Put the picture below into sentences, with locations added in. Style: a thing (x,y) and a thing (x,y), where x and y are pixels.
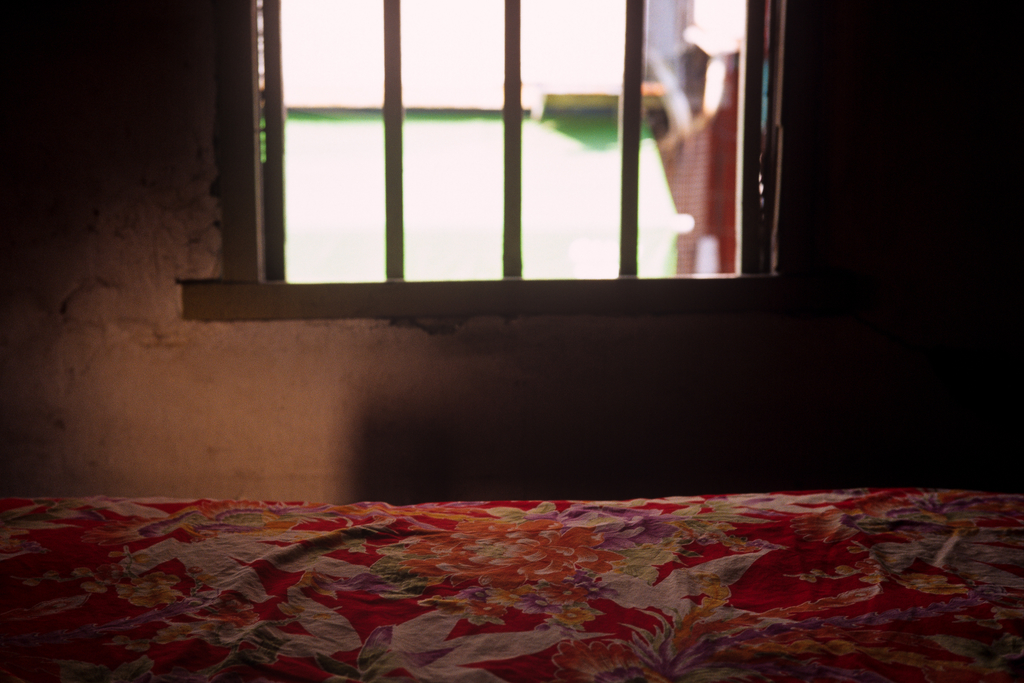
In this image we can see there is an inside view of the house (590,396) and there is a bed (435,595) and a window (519,132). Through the window (539,90) it looks like a blur.
